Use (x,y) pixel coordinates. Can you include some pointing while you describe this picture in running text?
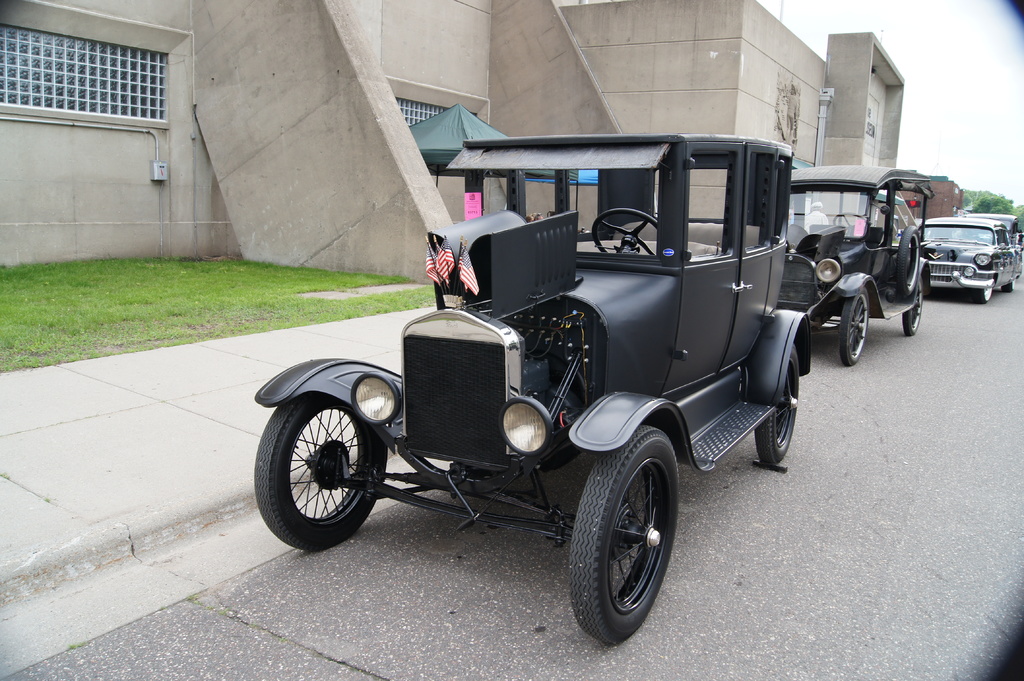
In this given image, We can see a vintage vehicles (394,398) which are parked on the road (505,535) after that, We can see green grass (260,280), a small shed (463,131) next, We can see the building (397,28) which include windows (66,86) finally, We can see certain trees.
